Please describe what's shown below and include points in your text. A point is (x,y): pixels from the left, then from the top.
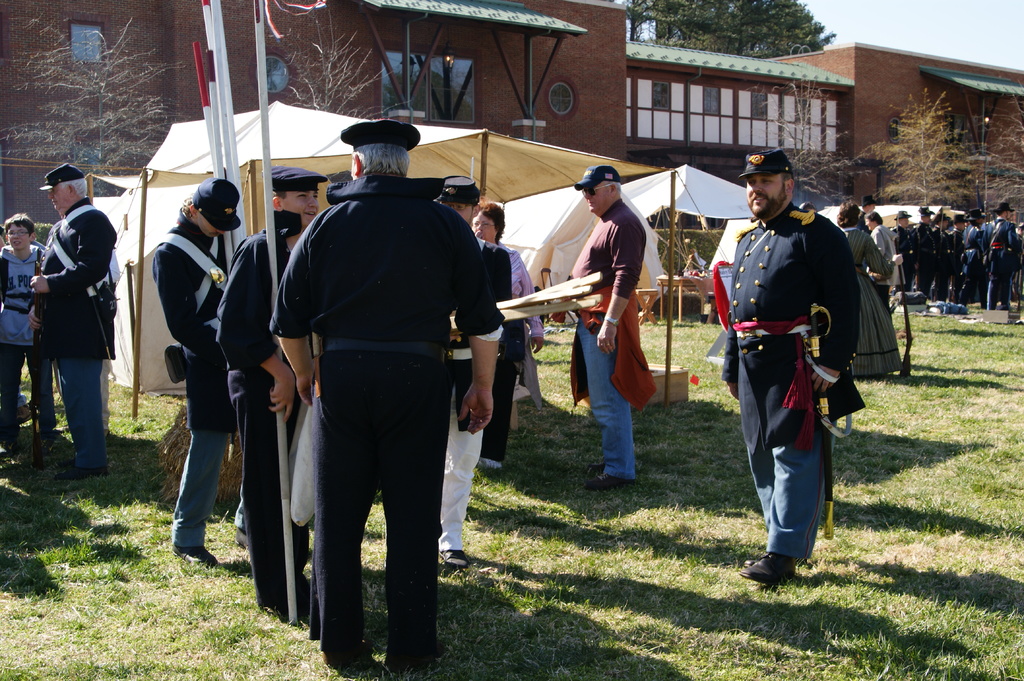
In this picture there is a man (315,445) who is wearing jacket (343,248) and shoes (423,660). He is standing near to the man (267,260) who is holding a pole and beside him there is another man (188,486) who is also holding a pole (266,192). In front of them there is a man (811,236) who is wearing cap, uniform (737,277) and shoe (770,576). He is standing on the grass (891,592). In the back (600,240) there are three persons (607,271) were standing near to the tent (487,163). On the left (45,186) I can see some peoples (18,300) were standing near to the bamboo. On the right (858,259) background (924,218) I can see many peoples (905,270) were standing near to the tent (843,208), table (685,278) and bench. In the background (600,130) there is a building (657,99). On the top right corner (799,15) I can see the tree (753,15) and sky (897,25).
